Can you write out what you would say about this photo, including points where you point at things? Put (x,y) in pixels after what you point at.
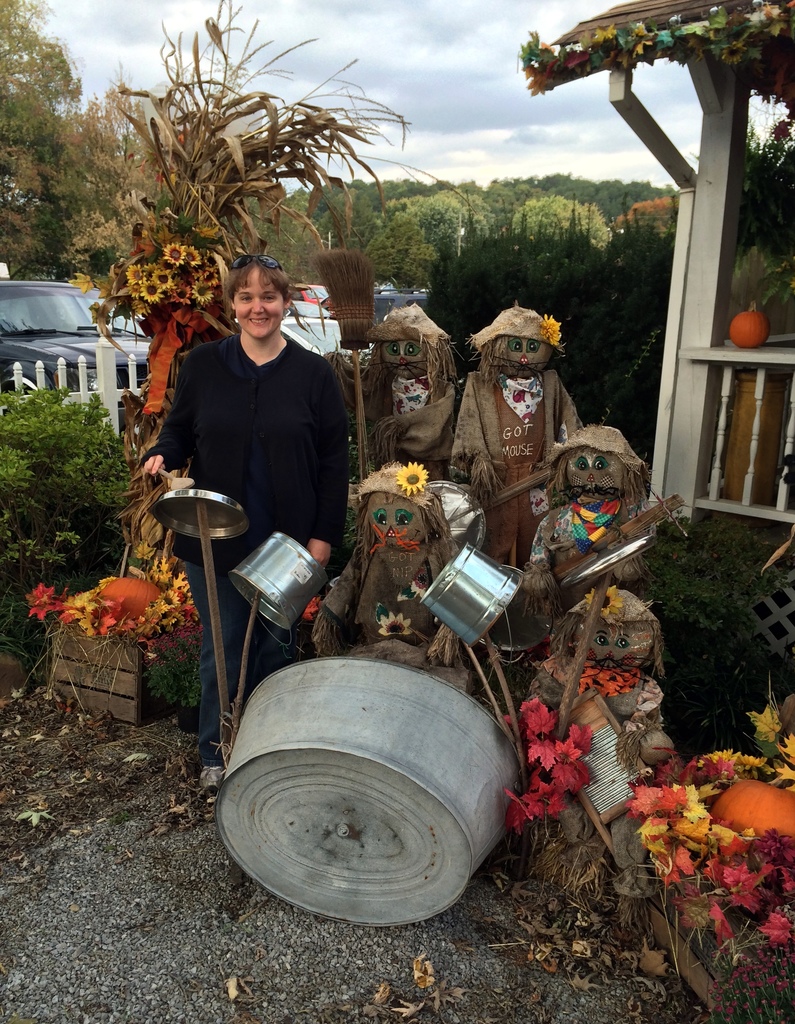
There is a person (230,442) standing and holding stick (182,487), beside this person (186,454) we can see dolls (357,596). We can see plate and containers (255,574) on sticks (212,596) and we can see pumpkin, roof top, plant (50,539) and flowers (774,849). On the background (599,2) we can see trees (27,223), flowers (164,282), car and sky (430,88) with clouds (421,148).
